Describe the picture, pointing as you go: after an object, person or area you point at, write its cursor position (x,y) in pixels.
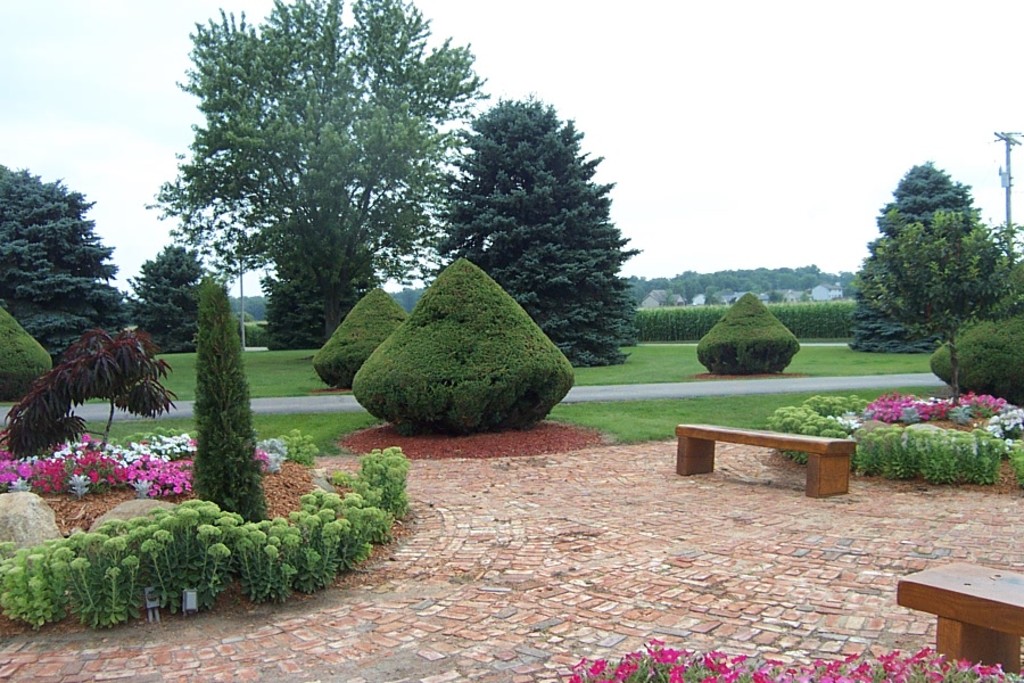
In this image we can see some plants (434,413) and flowers (617,679) and there is a path (424,675) in the middle (603,393) and we can see two benches (783,445). There are some trees (1009,290) and grass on the ground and there is a pole (1002,176) on the right side of the image (1009,162) and at the top (829,150) we can see the sky (772,144).
